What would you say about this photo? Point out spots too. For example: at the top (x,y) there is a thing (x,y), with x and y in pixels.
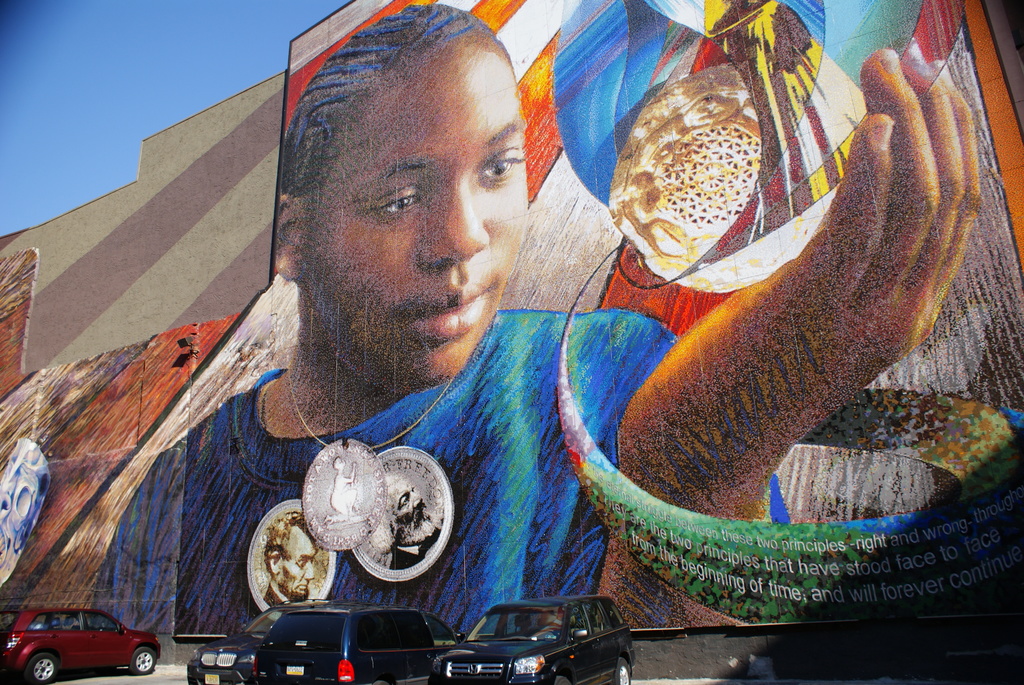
At the bottom of the image (87,639) there are cars (550,658). In the center (464,445) there is a wall (184,279) and we can see a painting (288,295) on it. At the top (169,57) there is sky (107,53).
